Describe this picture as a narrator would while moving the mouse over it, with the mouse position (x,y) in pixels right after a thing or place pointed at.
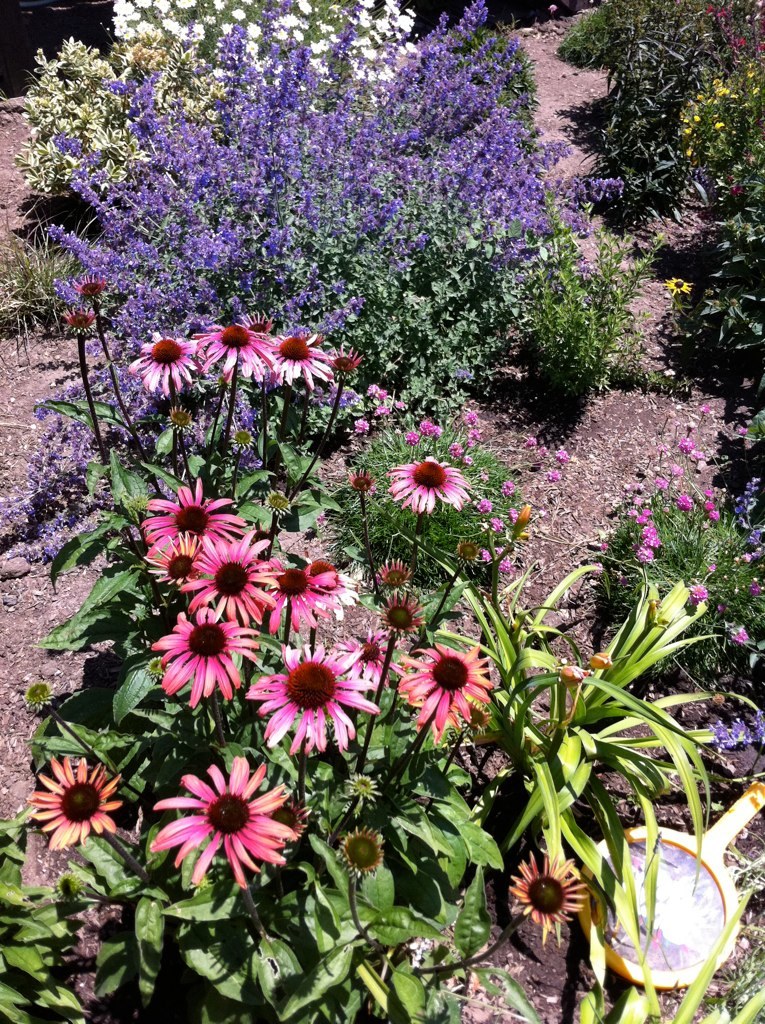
In this picture I can observe pink color flowers (247,356). I can observe violet and white color flowers (271,125) in the top of the picture (287,43). On the right side (652,184) I can observe some plants (652,206) on the ground (553,57).
